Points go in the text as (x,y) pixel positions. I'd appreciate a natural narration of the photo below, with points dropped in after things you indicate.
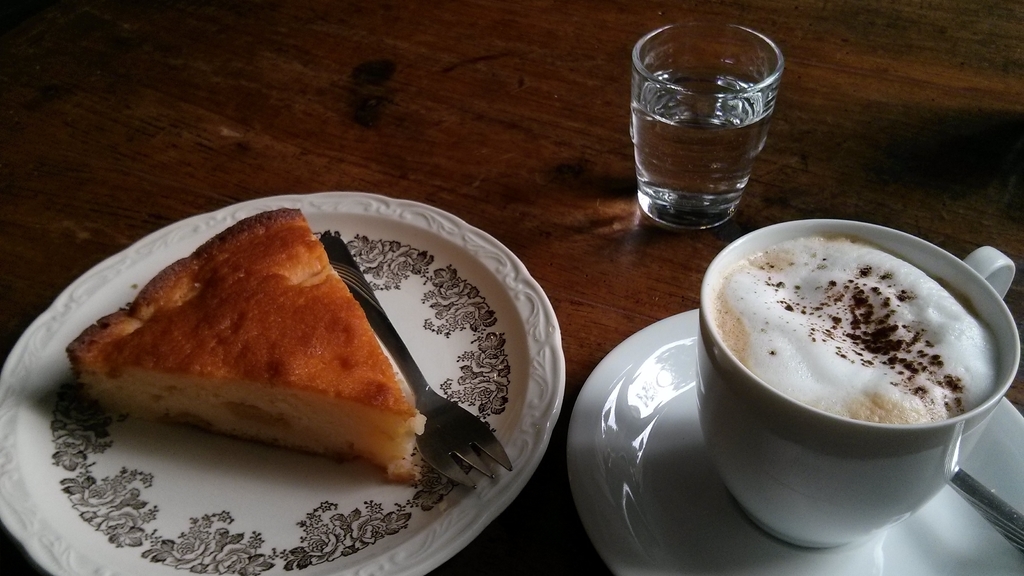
In this image we can see cake (225,428) in plate (297,483), coffee (817,365) in cup (825,500), spoon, fork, glass tumbler (631,97) placed on the table (365,78).
